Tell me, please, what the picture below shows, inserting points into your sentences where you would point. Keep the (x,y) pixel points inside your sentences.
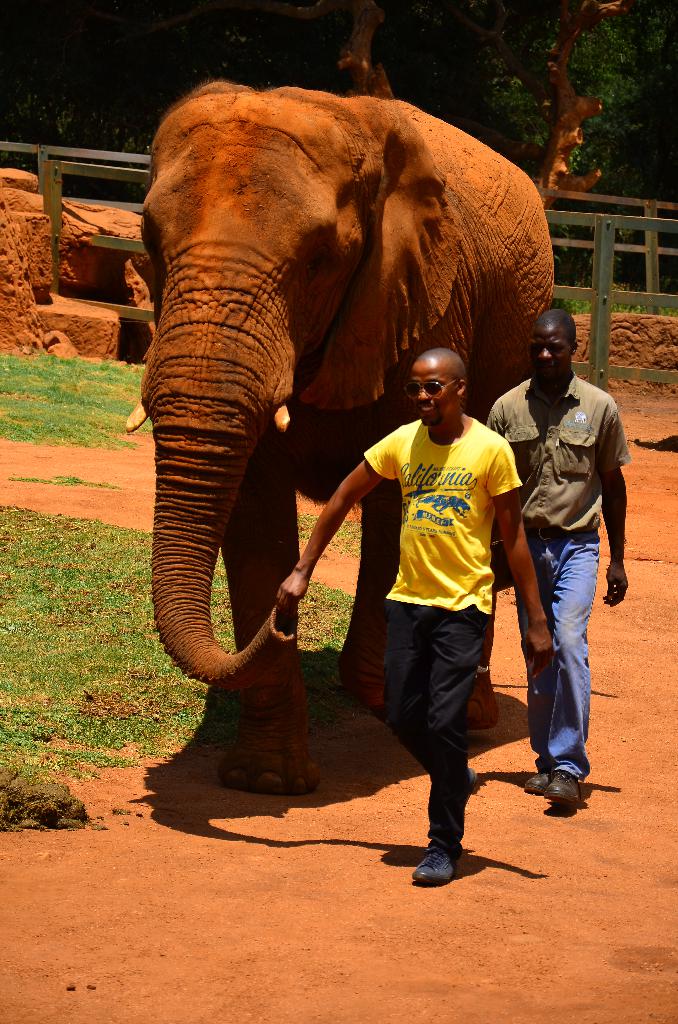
In the image there is a elephant (281,305) walking along with two men (482,536) beside it on red sand (510,941). On to the left side (88,728) there is grass (60,569), on back side there is a railing (606,255) and over the whole background (583,161) there are trees (261,47).
